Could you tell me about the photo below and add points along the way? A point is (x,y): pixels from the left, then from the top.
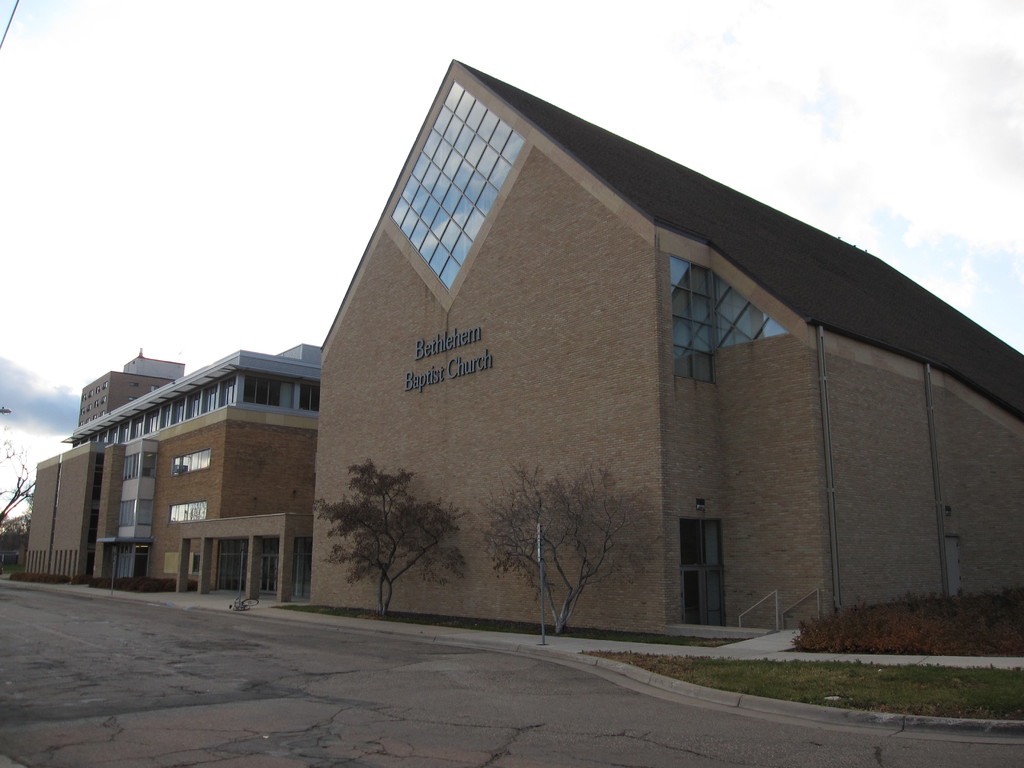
In this picture I can see the buildings (470,465) on the right side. I can see green grass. I can see trees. I can see clouds (796,123) in the sky (616,119).
